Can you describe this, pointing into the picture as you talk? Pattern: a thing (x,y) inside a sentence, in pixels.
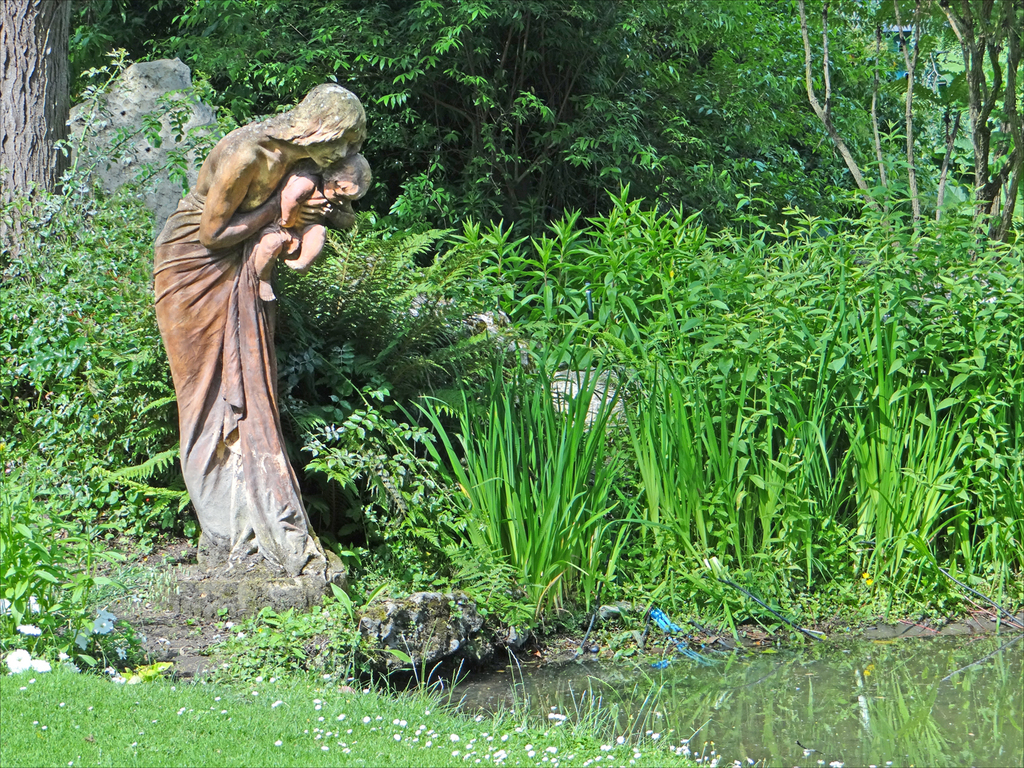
In this image we can see a statue (228,361). In the background of the image (379,162) there are trees (591,167), plants (428,450). At the bottom of the image (295,754) there is grass (237,732). To the right side of the image (842,702) there is water (801,710).
